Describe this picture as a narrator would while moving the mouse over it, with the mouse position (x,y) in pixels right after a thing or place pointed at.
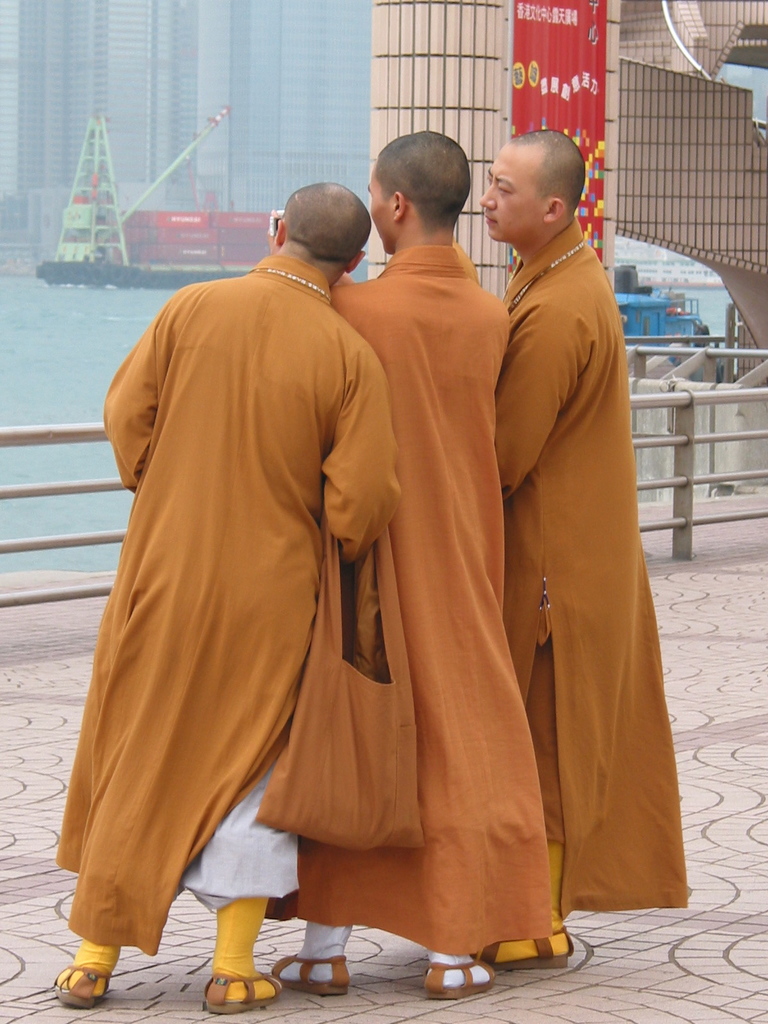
In the center of the image (447,451) we can see three persons (346,294) are standing and wearing clothes (375,530) and a man (466,397) is carrying a bag (356,770) and another man (318,316) is holding a mobile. In the background of the image (39,400) we can see the barricades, water (111,320), boats (159,273), buildings (659,34), wall (625,54), boards (591,68). At the bottom of the image (648,968) we can see the ground (675,958).
